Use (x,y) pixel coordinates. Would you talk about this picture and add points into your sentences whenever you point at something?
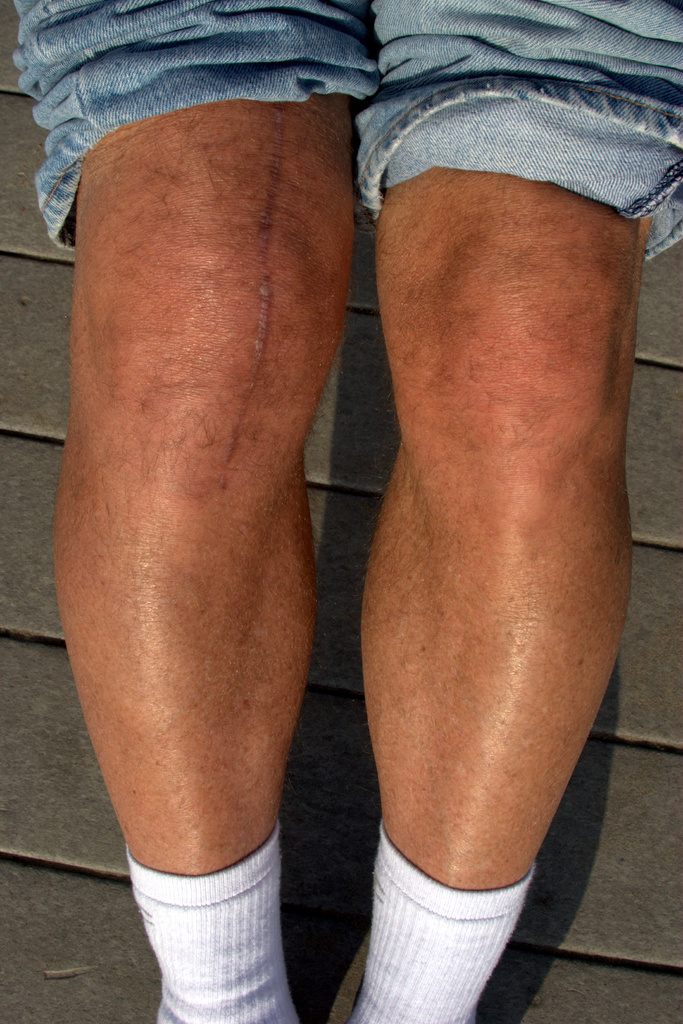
In this picture I can see there are legs (249,162) of a person (236,909) and he rolled up his jeans (384,76) and he is wearing socks (394,974) and there is a scar (276,119) on the right leg (232,399) and there are wooden planks (645,800) in the backdrop (614,869).
